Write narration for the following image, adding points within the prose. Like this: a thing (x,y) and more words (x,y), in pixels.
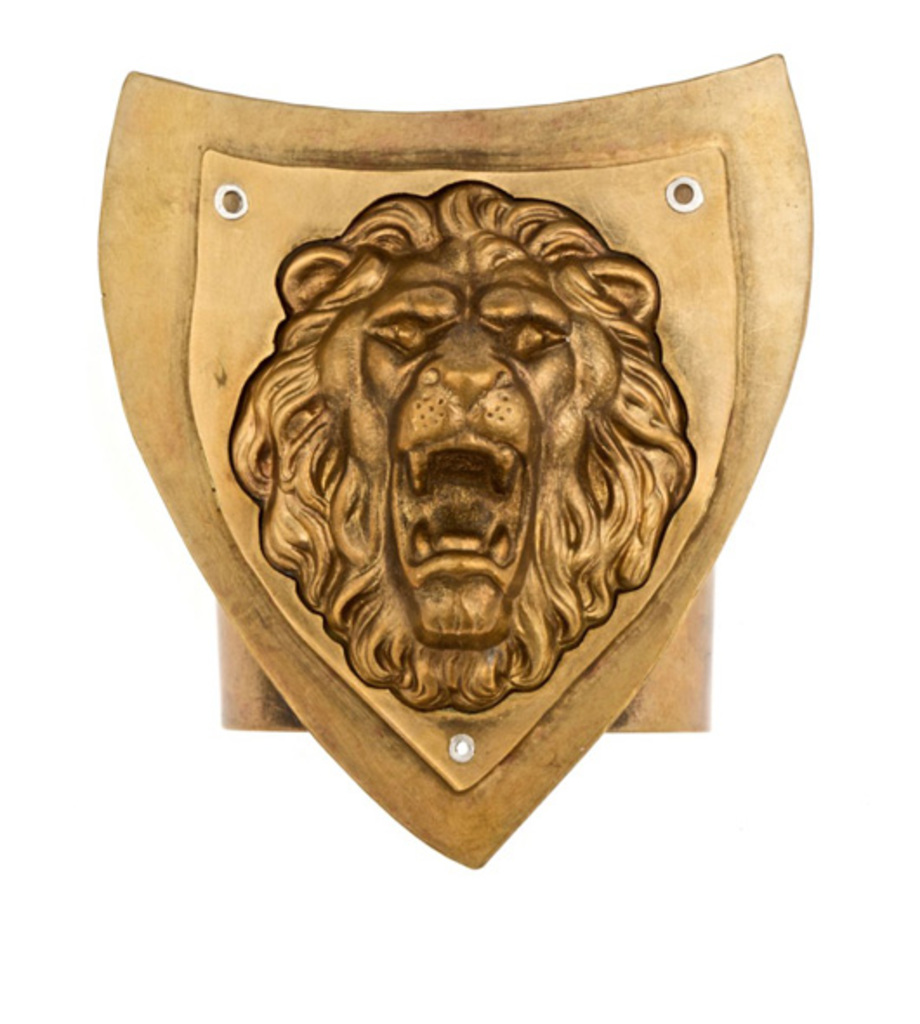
This picture contains a lion shaped shield (362,464) which is brown in color.
